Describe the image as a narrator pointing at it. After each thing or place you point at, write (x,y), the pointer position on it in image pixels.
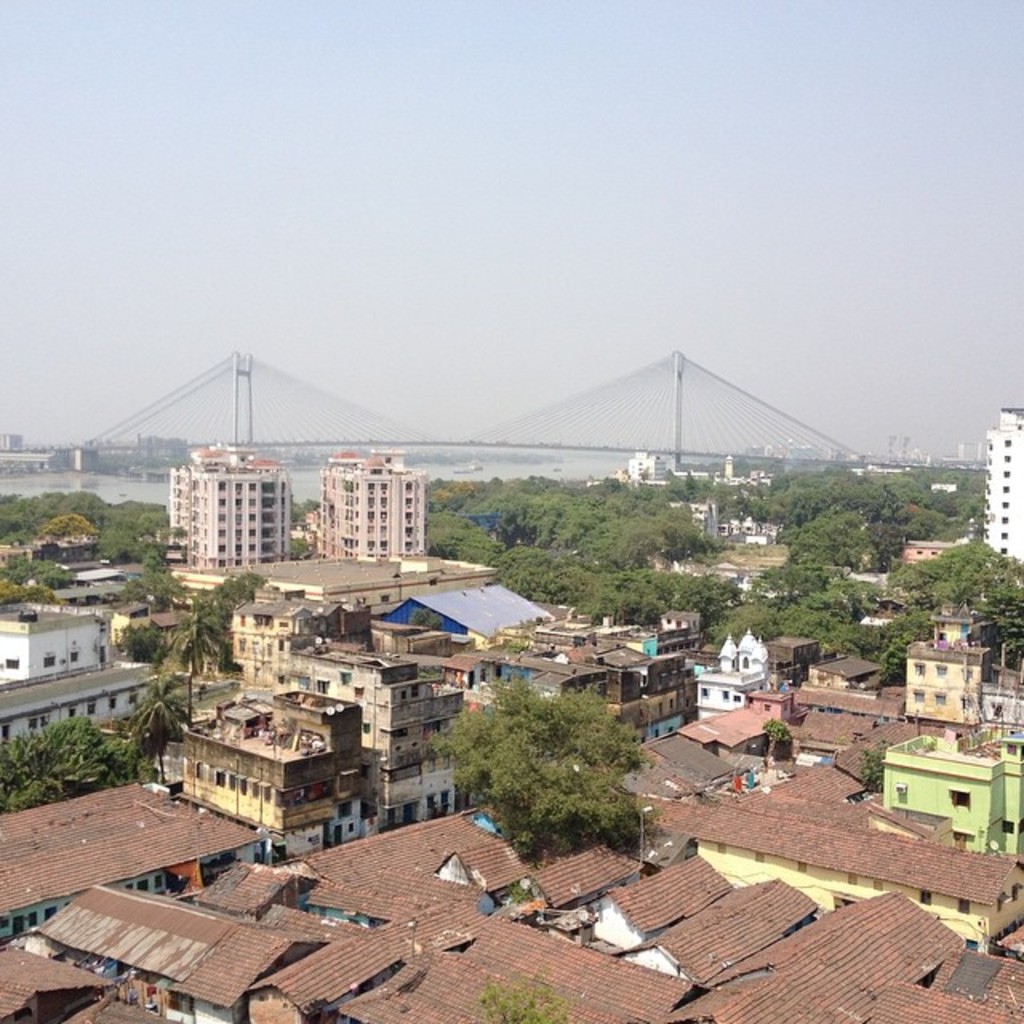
In this image there is a view of the city (350,781), there are buildings (288,508), there are houses (205,854), there are trees (532,753), there is sky (369,156), there is a bridge (292,420), there is a river (596,466).
